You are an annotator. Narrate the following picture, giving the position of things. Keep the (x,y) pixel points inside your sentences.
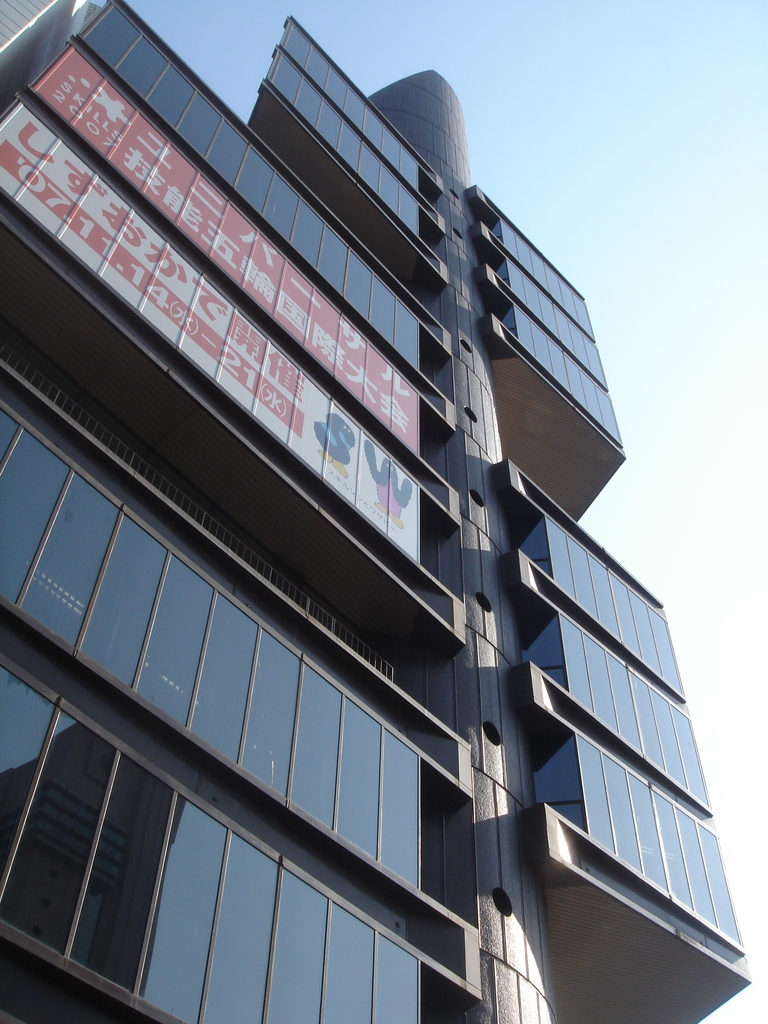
In this image I can see a glass building (395,713) and boards (290,419) are attached to it. The sky (576,183) is in white and blue color.
